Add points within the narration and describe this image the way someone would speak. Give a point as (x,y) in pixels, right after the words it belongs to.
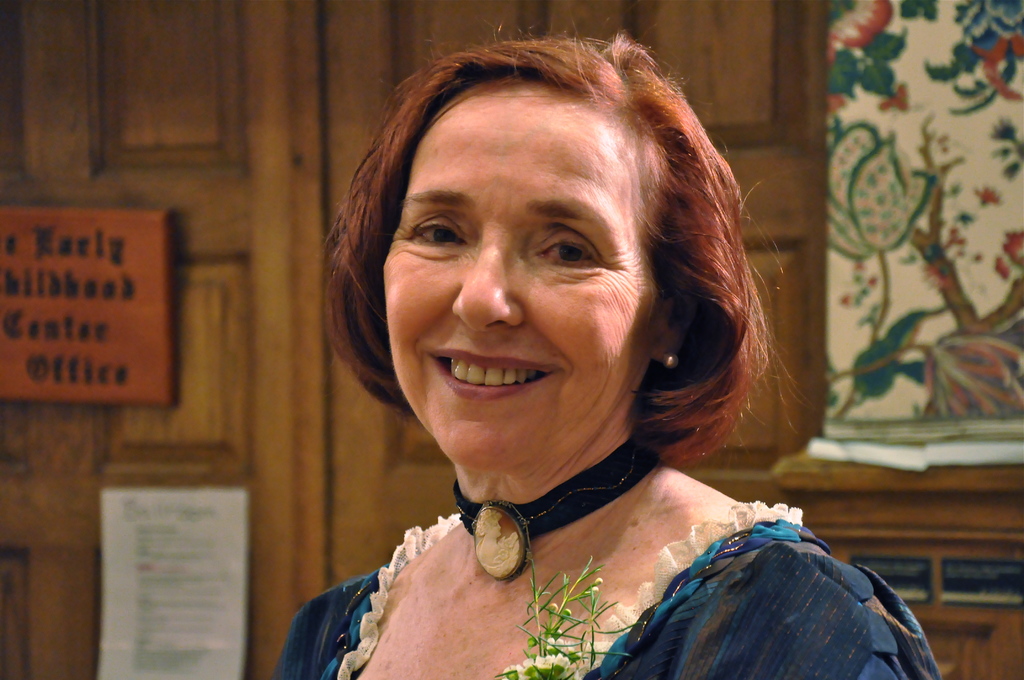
In the foreground (319,611) I can see a woman (698,653). In the background (942,605) I can see a wooden wall (339,144), wall paintings (867,180) and boards (101,275). This image is taken may be in a hall (177,186).
